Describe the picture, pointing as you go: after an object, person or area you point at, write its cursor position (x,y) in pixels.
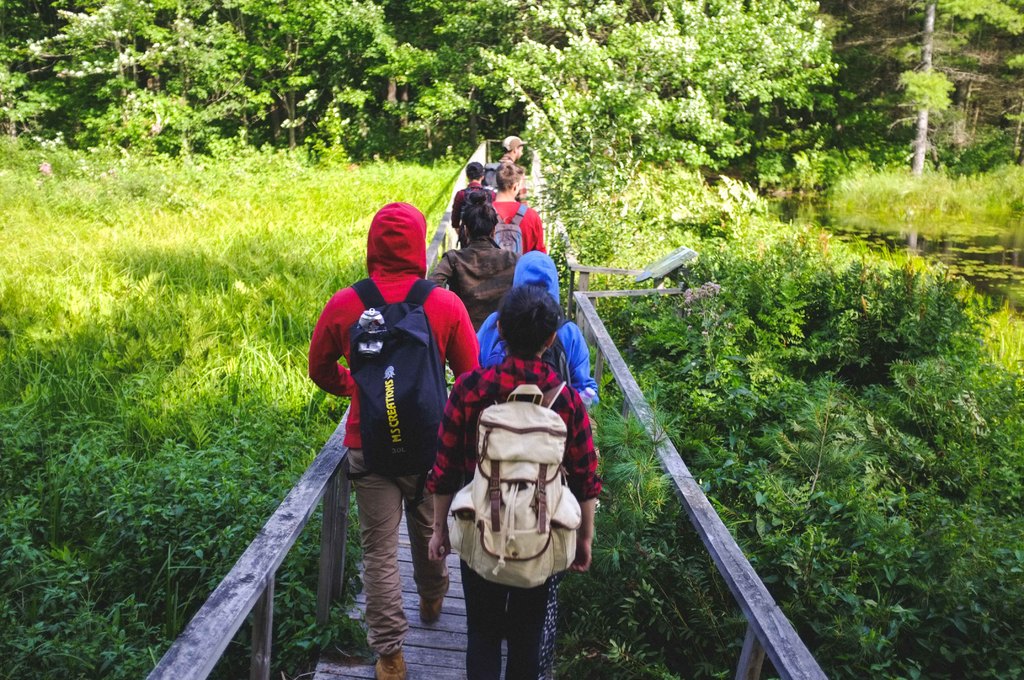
There are persons (469,405) and these persons (480,373) are worn bags (428,424) and we can see plants (166,428). On the background (569,79) we can see trees (610,83).
